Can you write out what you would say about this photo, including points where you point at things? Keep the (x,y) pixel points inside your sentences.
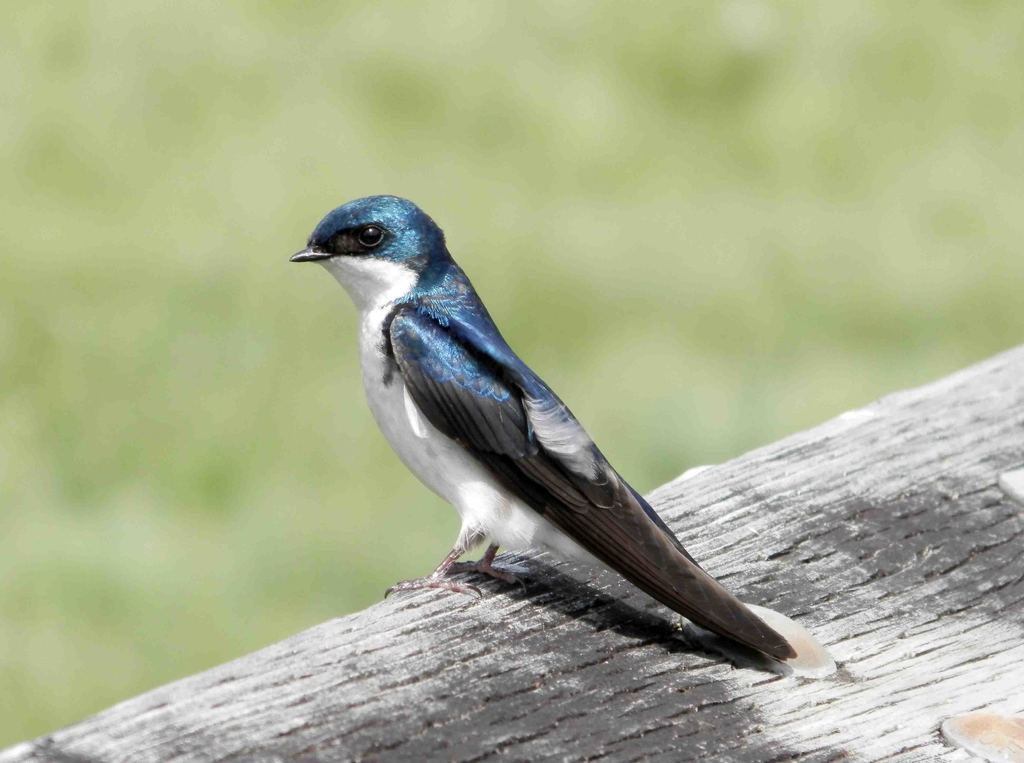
In this image I can see the bird (475,501) on the wooden surface (421,652). I can see the bird (420,418) is in blue, black and white color. And there is a blurred background (409,492).
